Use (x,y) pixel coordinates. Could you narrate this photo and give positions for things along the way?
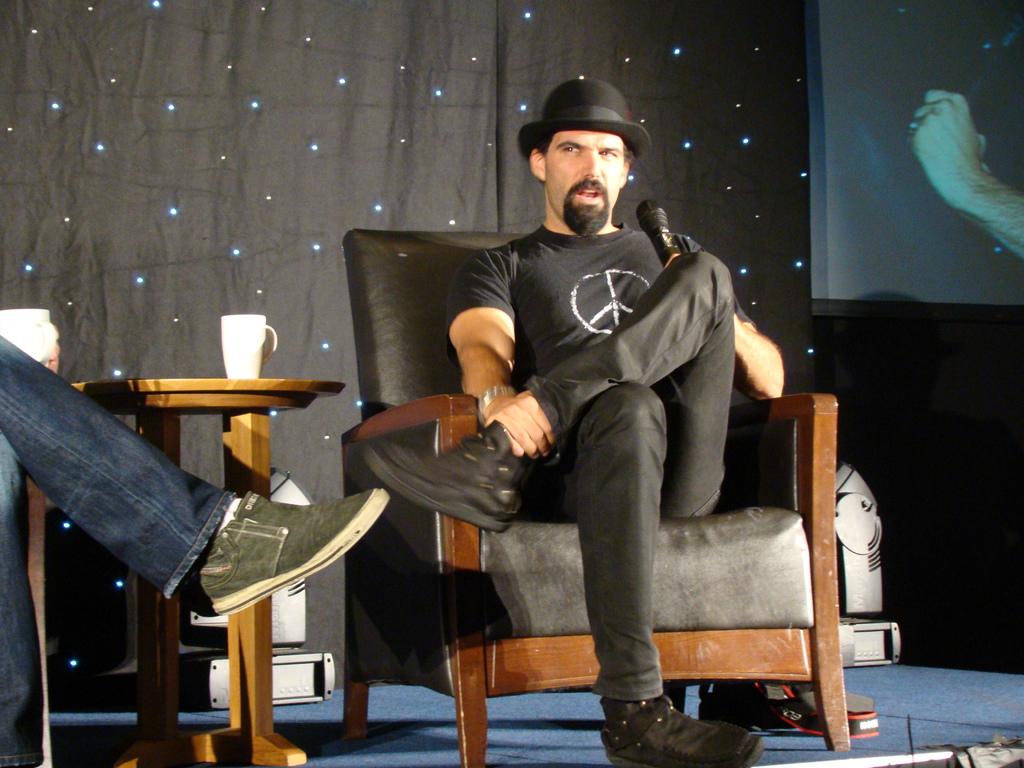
In the image we can see there is a man (584,373) who is sitting on chair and holding mic (660,210) in his hand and on the table (256,382) there is a cup (243,360).
